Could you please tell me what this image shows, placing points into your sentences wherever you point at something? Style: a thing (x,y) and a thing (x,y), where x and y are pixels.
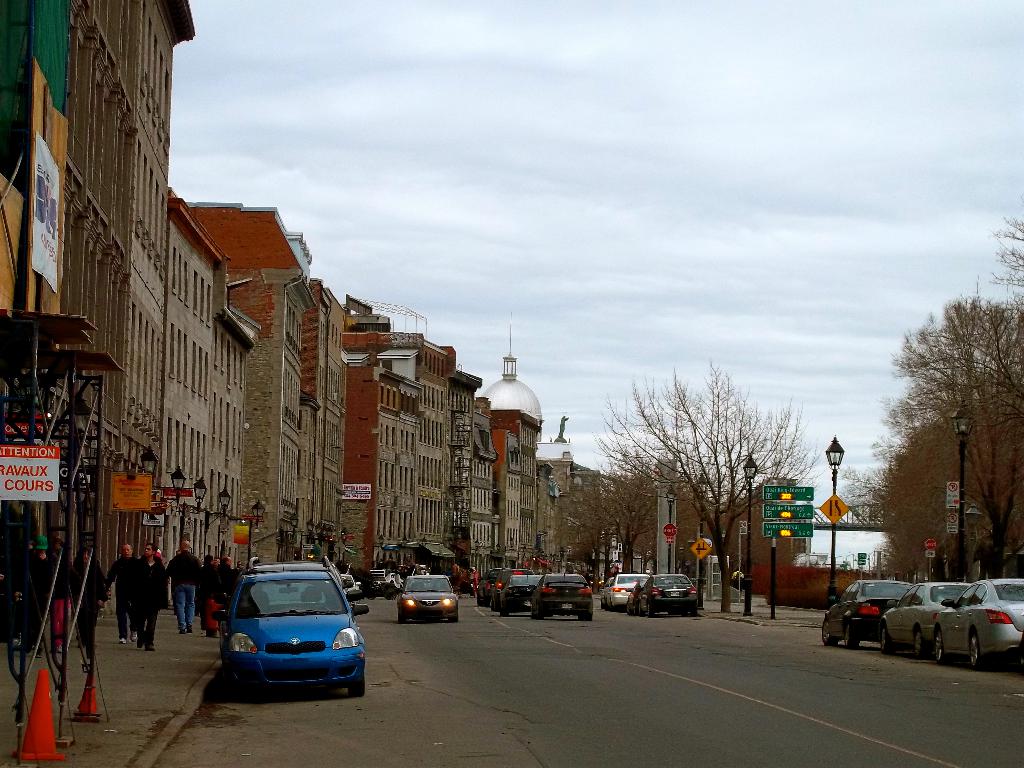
Here in this picture we can see number of cars (435,581) present on the road (739,634) and on the left side (186,579) we can see number of people (145,574) standing and walking on the side walk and we can also see buildings (136,544) present and we can see lamp posts (965,426) and sign boards (829,506) and other boards (798,516) present on the road (813,635) and we can also see plants (684,499) and trees (984,499) present and we can see hoardings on the buildings (240,507) and we can see the sky (817,419) is fully covered with clouds (841,306).
